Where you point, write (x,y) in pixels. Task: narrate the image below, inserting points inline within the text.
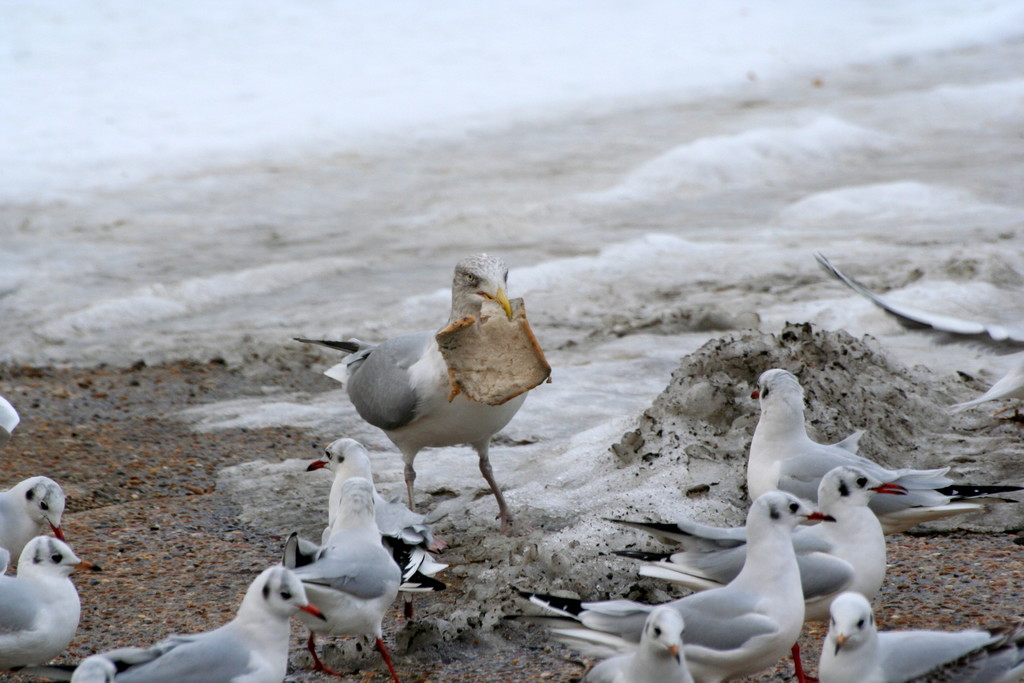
In this picture we can see a few birds (832,510) on the ground (455,550). There is a bird (460,295) holding an object (517,350). Snow (401,325) and ice (603,413) are visible on the ground (537,6).
